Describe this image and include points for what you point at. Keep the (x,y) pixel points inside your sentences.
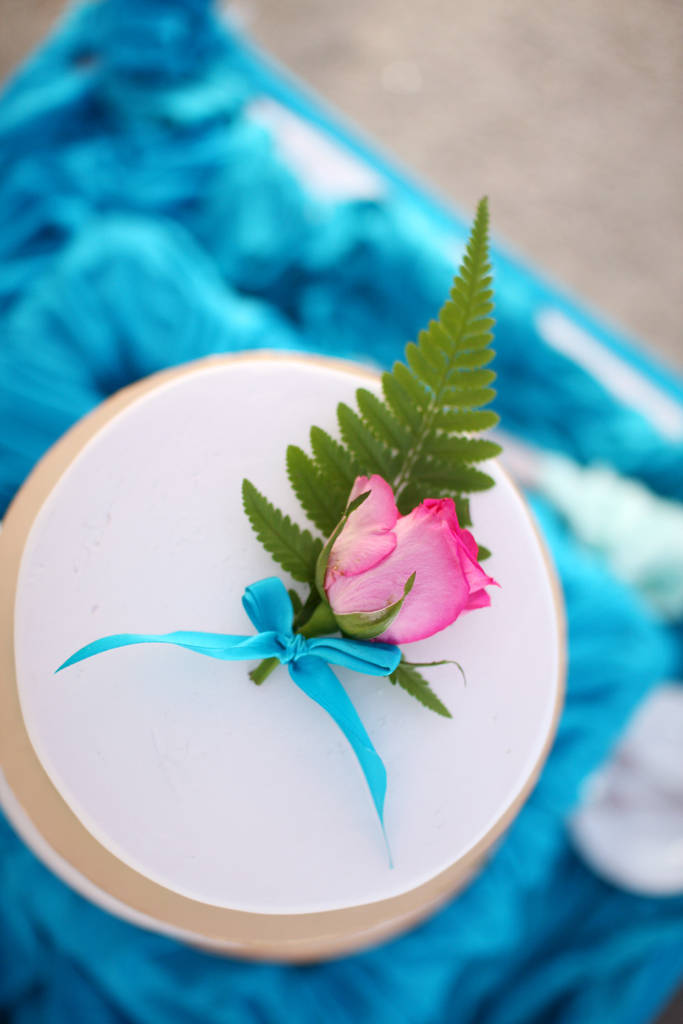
In this image there is a table (65,393). There is a plate (363,812). There is a rose (367,573) with leaf (402,425).
